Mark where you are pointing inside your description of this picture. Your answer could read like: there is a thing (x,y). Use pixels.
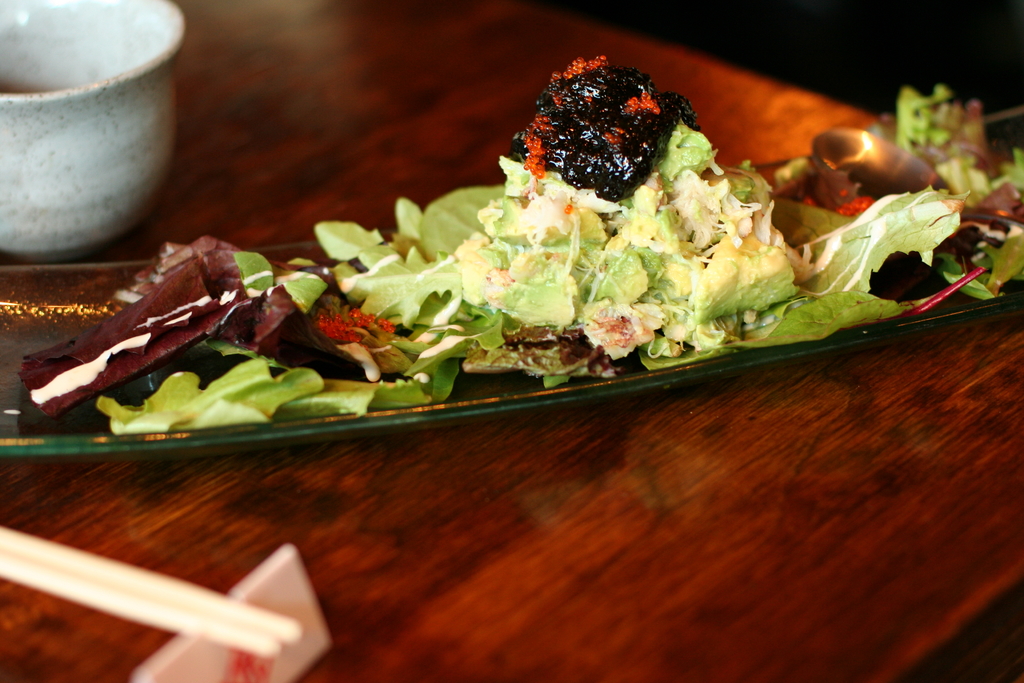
In this picture we can see food (425,271) on an object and the object (517,380) is on the wooden surface (474,573). On the wooden surface (476,602), there are chopsticks (143,607) and a cup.
